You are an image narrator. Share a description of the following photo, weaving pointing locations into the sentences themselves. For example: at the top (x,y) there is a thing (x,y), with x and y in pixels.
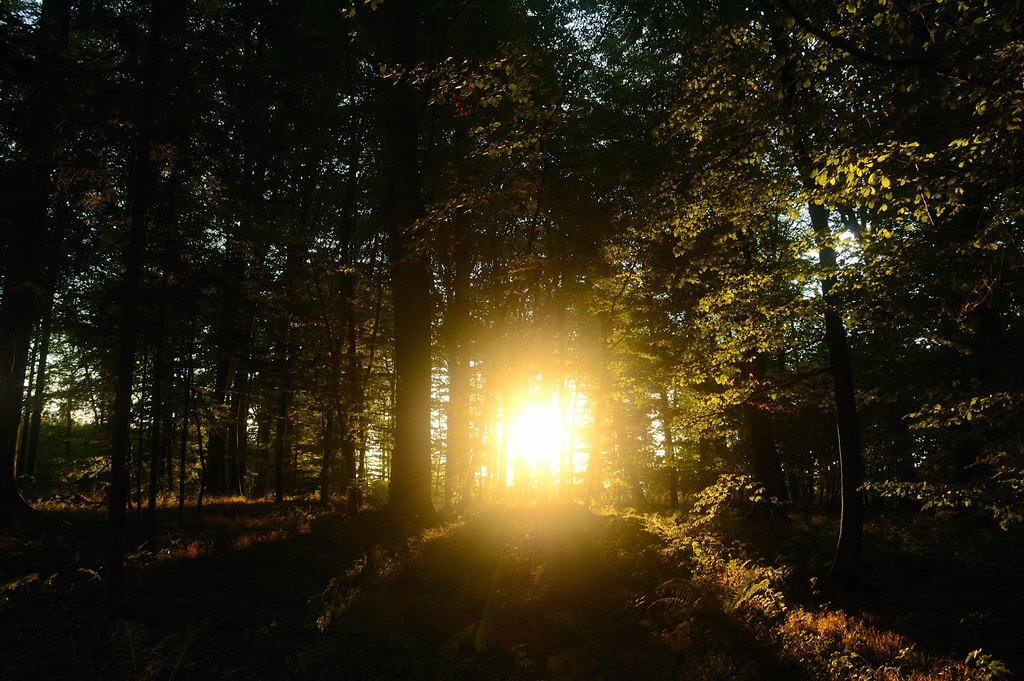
In this image we can see the sun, sky (581,418), trees (418,209), grass (290,501) and plants (758,549).
